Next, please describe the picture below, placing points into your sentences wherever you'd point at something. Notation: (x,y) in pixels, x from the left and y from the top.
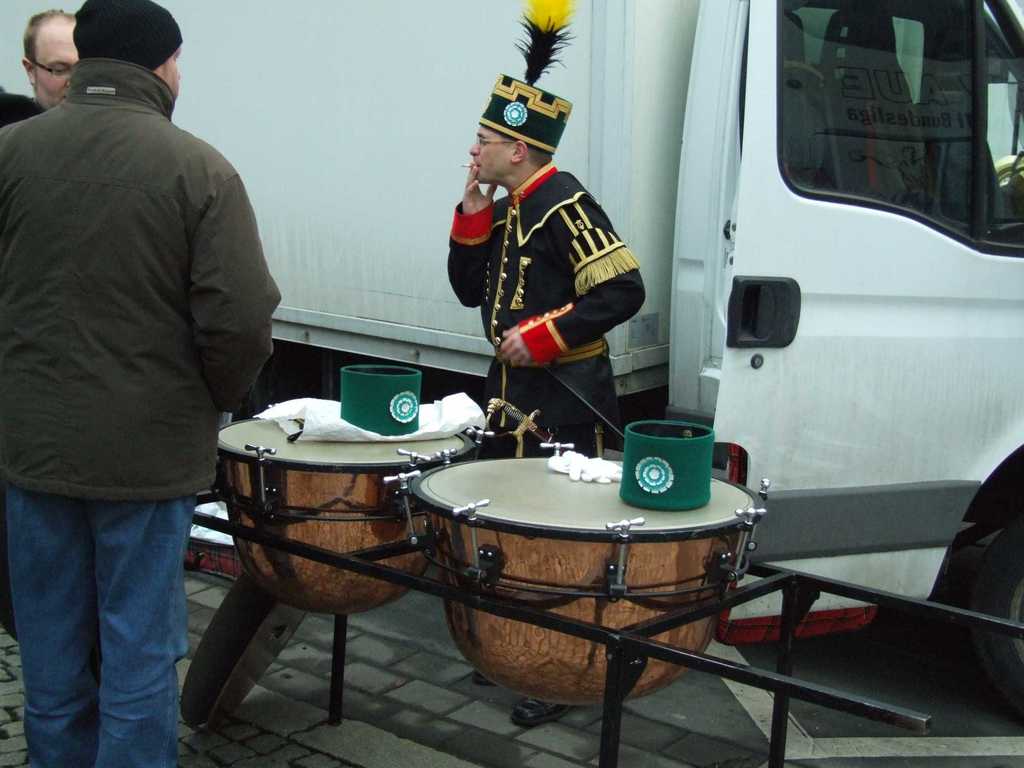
As we can see in the image there is a truck (365,166), three people (117,49) standing over here and there are musical drums (413,459).
